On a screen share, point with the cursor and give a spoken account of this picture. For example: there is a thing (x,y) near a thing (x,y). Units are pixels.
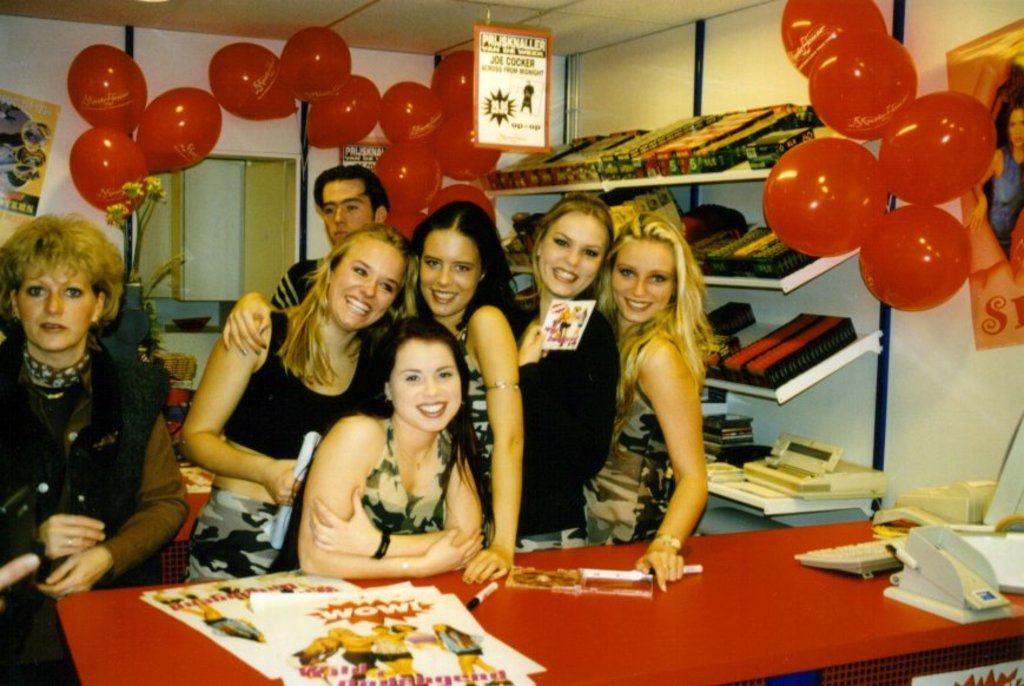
This is a picture of group of people (495,356) standing and smiling and girl (383,352) sitting in chair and smiling, a table (503,627) which consists of a pen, papers (410,588) and at the back ground (498,113) we have red color balloons (474,103), a name board (522,49), some boxes (636,143) in the rack (797,272) and a wall (240,141).
